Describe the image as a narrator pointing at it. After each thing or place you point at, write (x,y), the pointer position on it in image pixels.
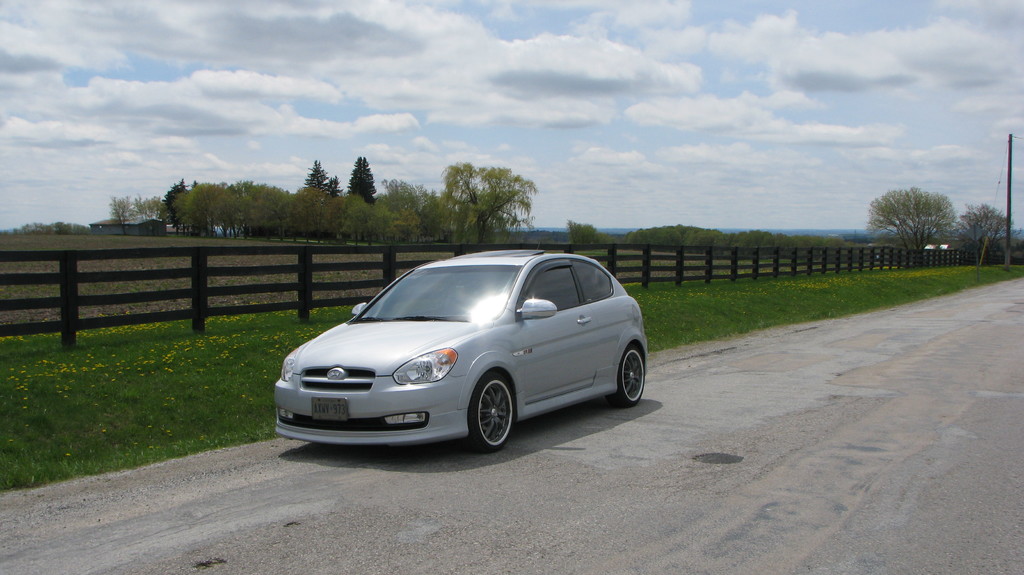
This image is taken outdoors. At the top of the image (336,69) there is a sky (336,69) with clouds (255,113). At the bottom of the image (464,521) there is a road (814,459). In the background (240,200) there are a few trees (161,216) and plants (729,236) on the ground (93,245) and there is a ground (100,394) with grass (158,370) on it. There is a fence (903,256). On the right side of the image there is a pole (1008,211). In the middle of the image (570,328) a car (498,394) is parked on the road (323,483).
